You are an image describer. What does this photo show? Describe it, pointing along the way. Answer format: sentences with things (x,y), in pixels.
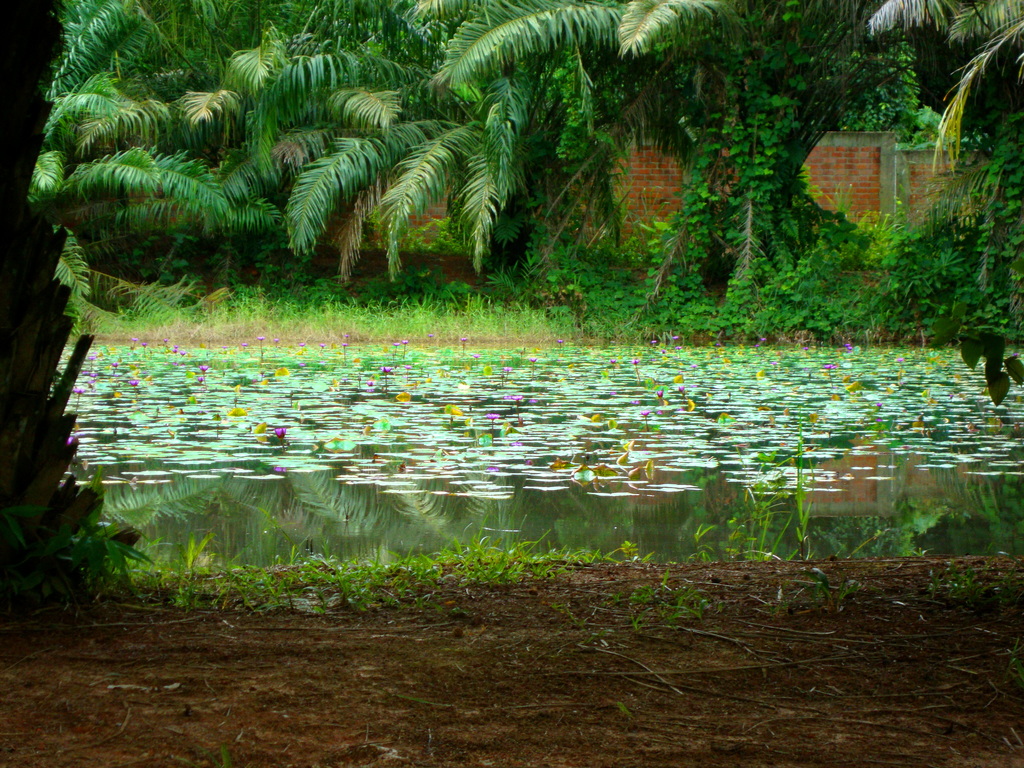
On the left side (12,342) there is a tree (14,489). On the ground (318,583) there are plants (379,574). There is water (313,504). On the water (249,495) there are lotus plants (443,385). In the background (392,301) there are plants (455,287) and trees (456,93). Also there is a brick wall (828,182).
